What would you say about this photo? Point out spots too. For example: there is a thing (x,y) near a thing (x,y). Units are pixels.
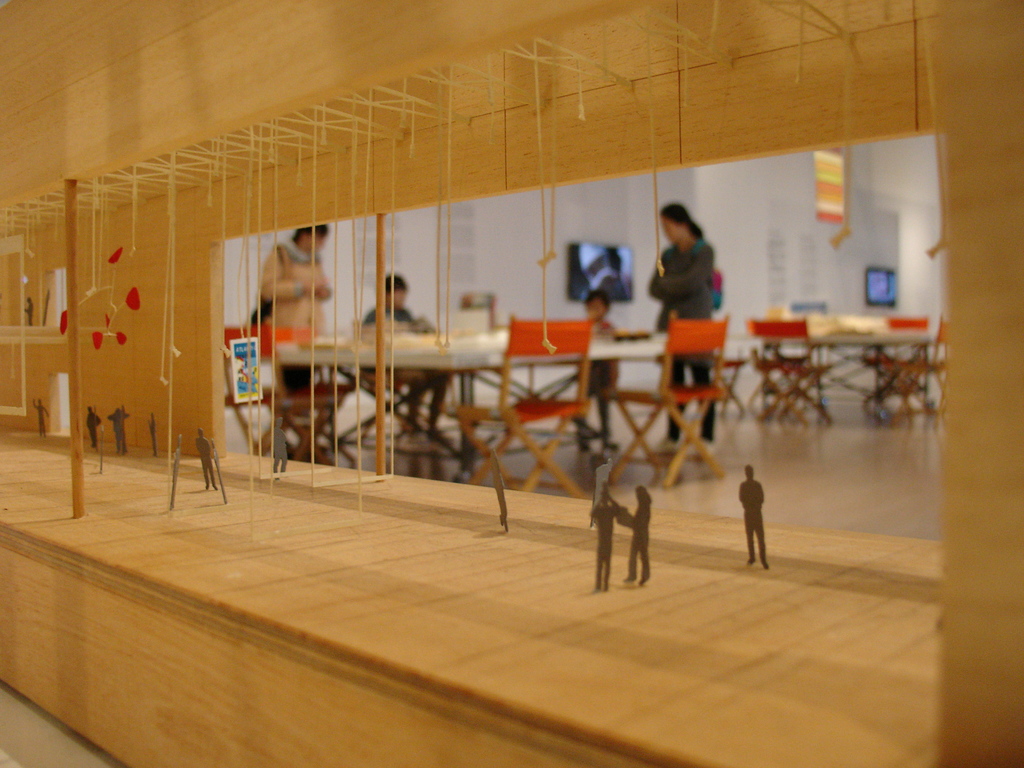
In this image in the foreground (398,504) there is a wooden model (301,484) visible, on which there might be some ropes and some other objects (753,537) visible, through model (797,556) I can see tables (459,351), chairs (789,328), persons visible in the background (832,333), there is a wall (793,213), on the wall (799,293) there are some screens (606,288) attached in the middle (625,294).
